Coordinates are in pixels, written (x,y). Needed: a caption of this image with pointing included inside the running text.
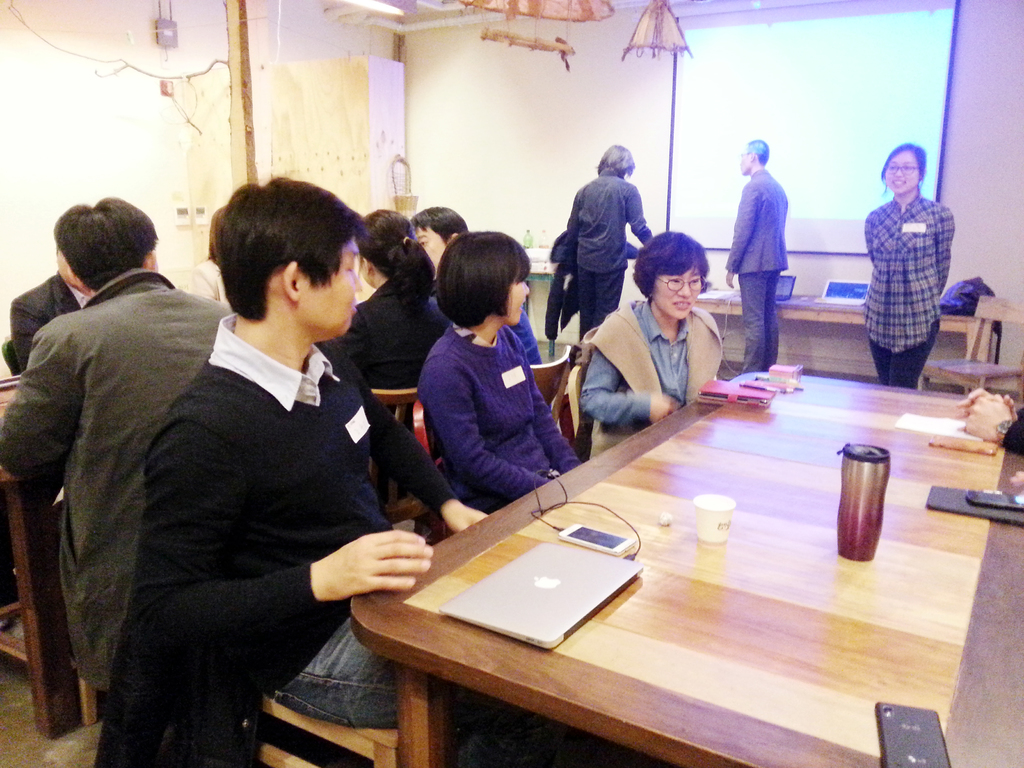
In this image I see lot of people (84,358) sitting on the chairs (1003,372) and there are tables (635,700) in front of them and there are few things (873,535) on it. In the background (750,344) i see 3 people (766,345) who are standing and there is a wall (421,190) and a screen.
